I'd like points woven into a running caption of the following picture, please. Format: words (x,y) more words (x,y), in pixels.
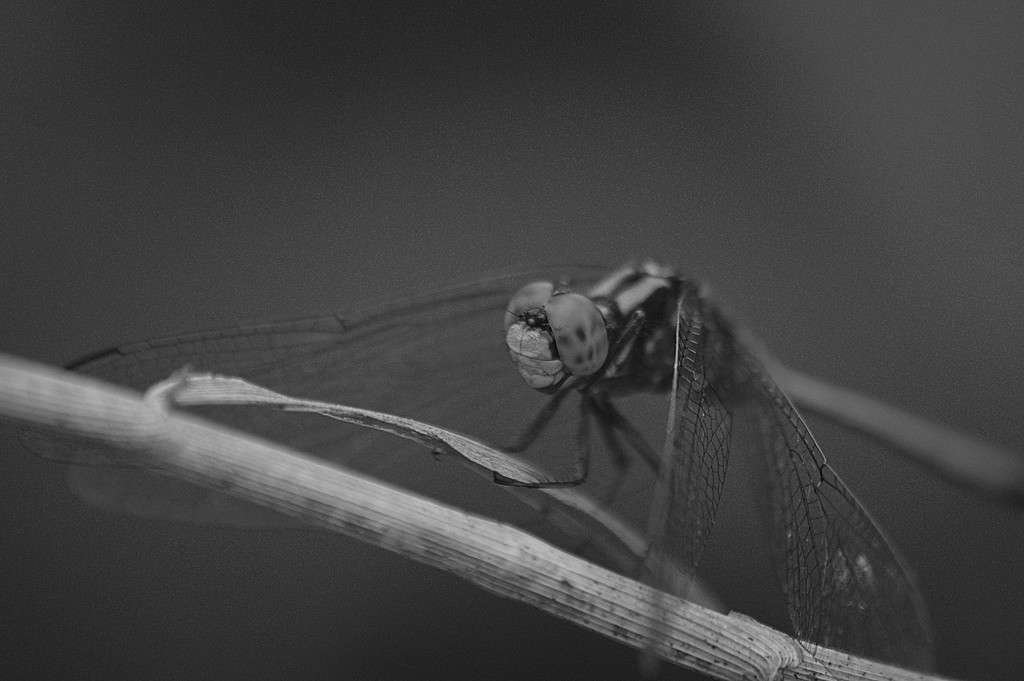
In this image we can see dragonfly (593,396) which is on the branch (812,670) of a plant (323,508).
